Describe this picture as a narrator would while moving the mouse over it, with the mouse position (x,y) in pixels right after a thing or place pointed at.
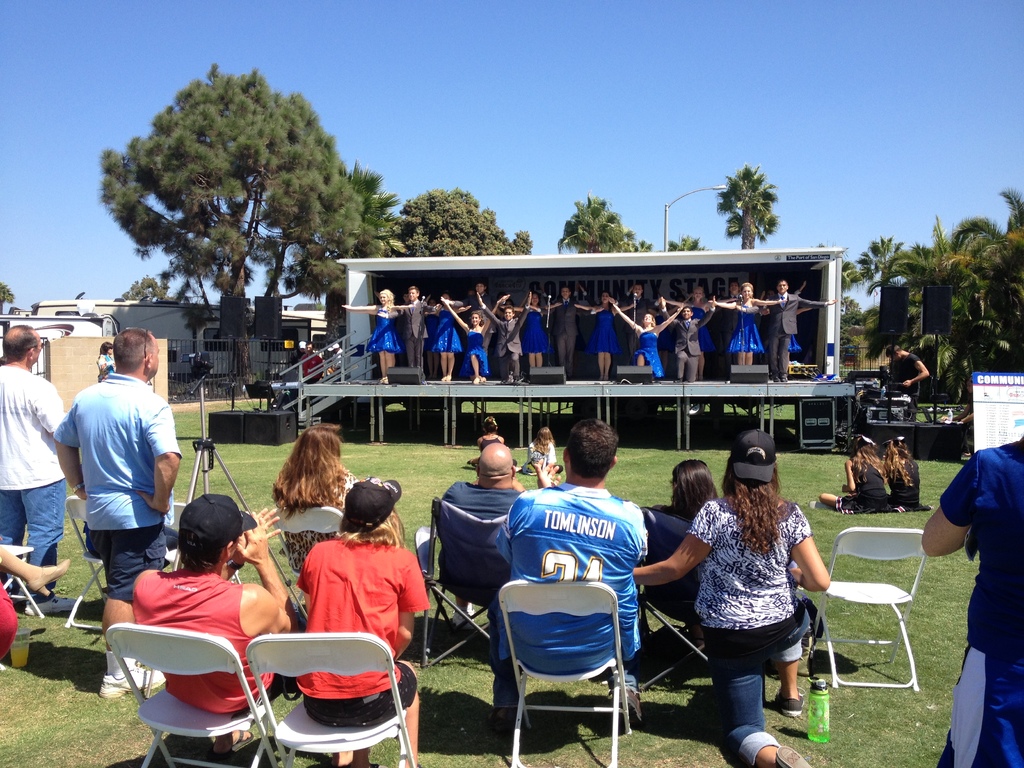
group of people (541,354) they are dancing on stage (577,396) and some people (334,544) they are sitting in front of the stage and behind the person (739,334) who are dancing there are so many trees (764,203) and the persons (144,397) who are standing and watching.
